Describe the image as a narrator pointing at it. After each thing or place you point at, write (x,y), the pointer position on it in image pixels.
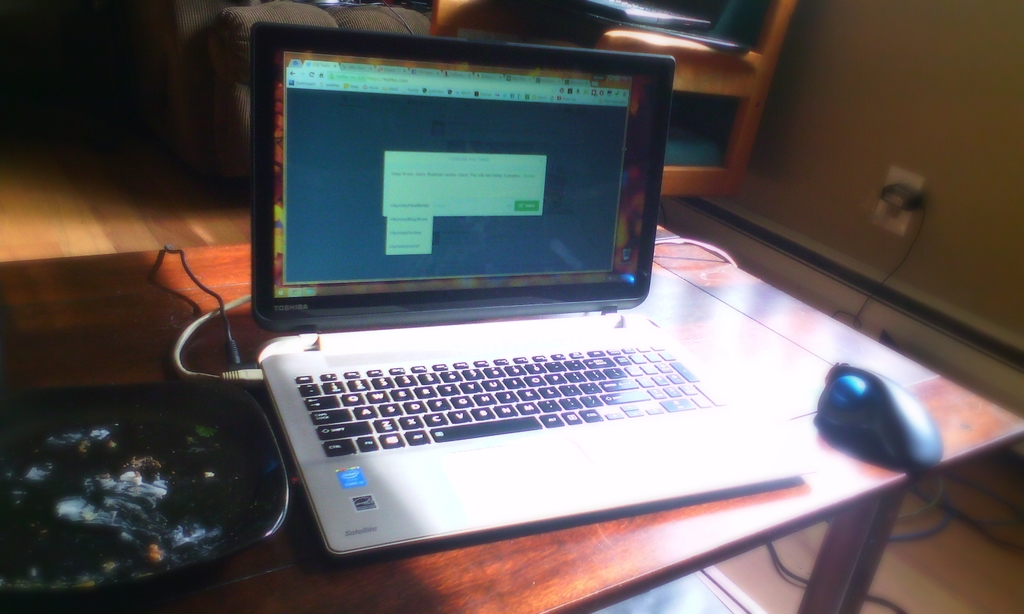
This picture shows a laptop (284,377) and a mouse (868,418) on the table (24,270).
